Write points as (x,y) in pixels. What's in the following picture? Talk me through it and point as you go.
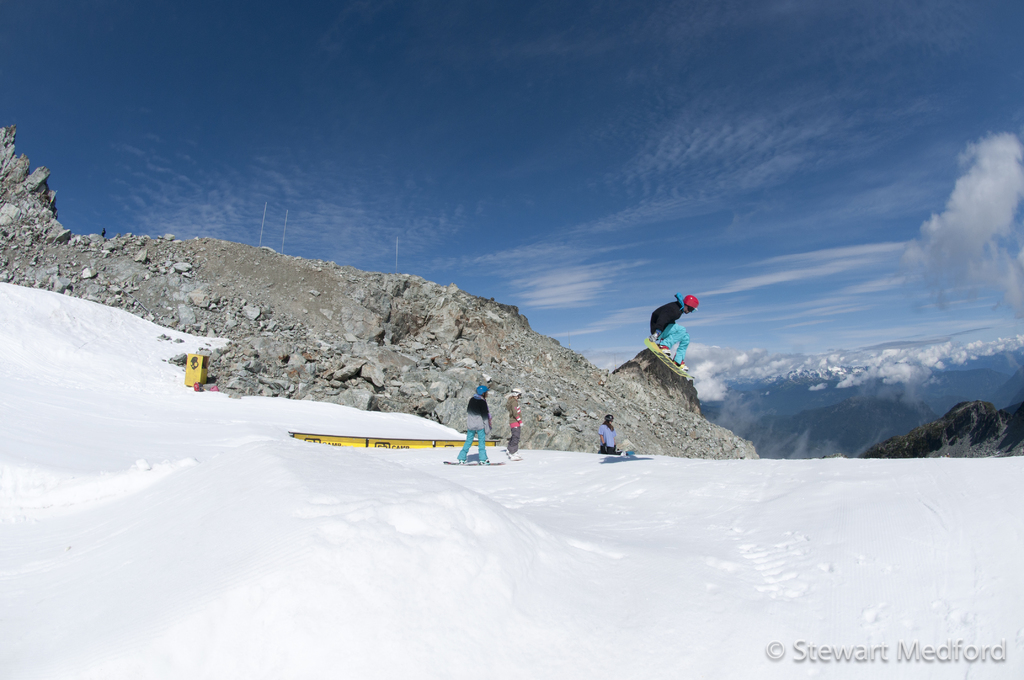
In this image i can see a few persons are doing skating on the snow mountain (406,548) and on the right side of the image (736,142) we have a blue sky (661,168).
